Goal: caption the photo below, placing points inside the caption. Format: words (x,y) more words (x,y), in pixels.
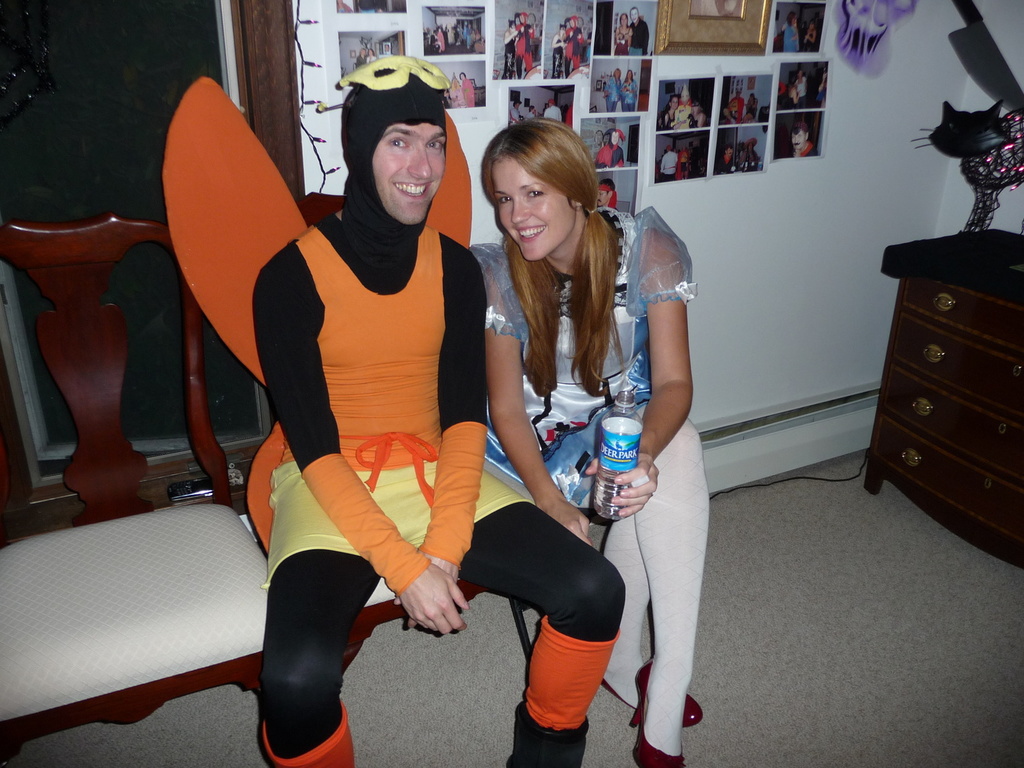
This 2 persons (332,246) are sitting on chair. This man (353,268) wore fancy dress (325,355). This woman (505,286) is holding a bottle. On wall (911,59) there are different type of pictures (797,5). This is a cupboard (964,302).
